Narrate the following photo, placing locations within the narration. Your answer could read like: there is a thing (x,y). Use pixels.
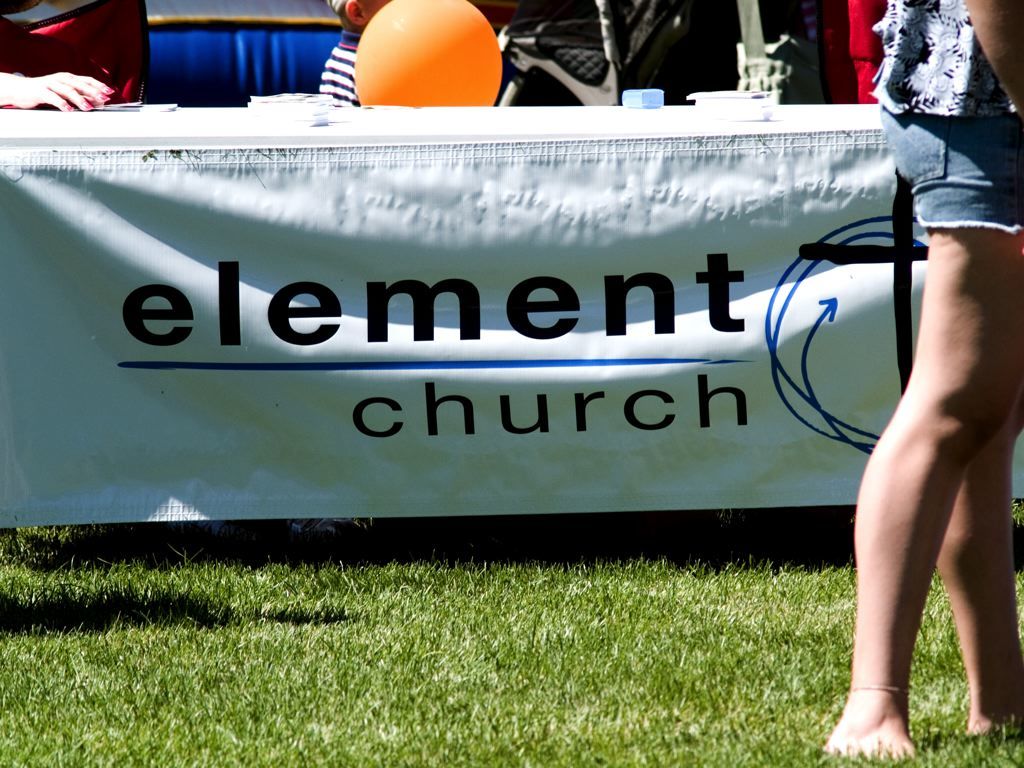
In this image in the front (537,682) there's grass (528,691) on the ground (792,690). On the right side (972,345) there is a person (949,354) standing. In the background (481,208) there is a banner (470,218) with some text (411,280) written on it and there are persons (27,75) and there is a balloon (442,64) and there is a chair (597,59) and there is an object (251,46) which is blue in colour.
